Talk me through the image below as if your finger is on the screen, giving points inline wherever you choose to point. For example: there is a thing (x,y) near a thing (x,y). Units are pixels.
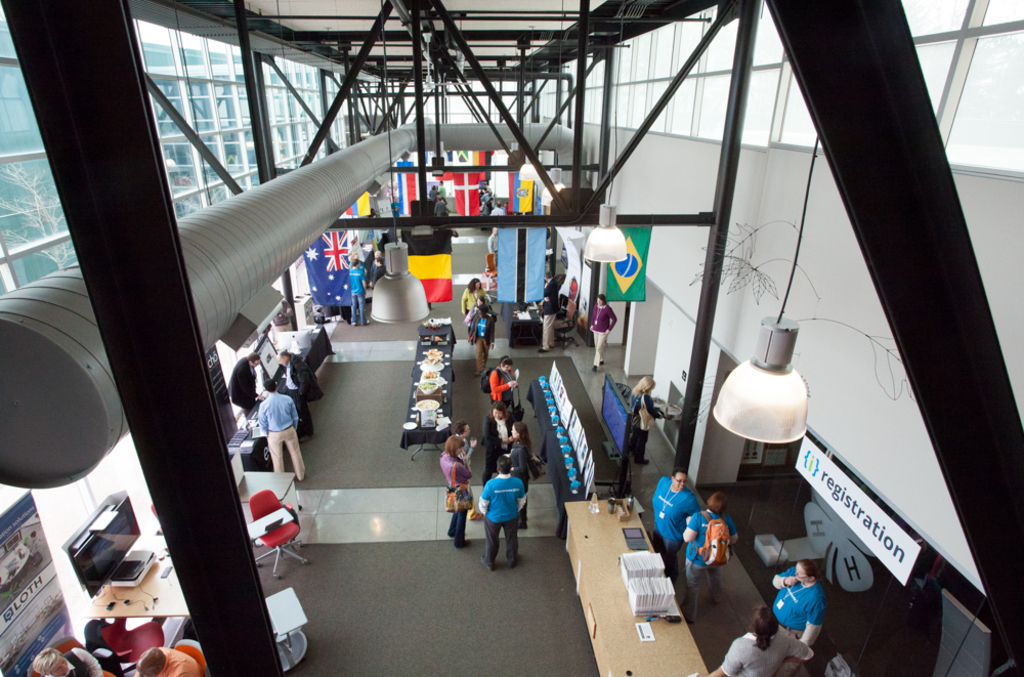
This image is taken indoors. At the bottom of the image (405,606) there is a floor (339,436). At the top of the image (400,25) there is a roof (358,3) and there are many Iron bars (145,172) and there is a pipeline (366,148). In the middle of the image (478,312) many people (515,559) are standing on the floor (502,318) and a few (81,652) are sitting on the chairs (109,645). There are many tables (580,507) with many things (576,487) on them. There are a few flags (441,229). There are a few boards (839,506) with text (845,495) on them. There are a few lights (401,270). There are a few pillars (697,342) and there is a wall (743,215).
